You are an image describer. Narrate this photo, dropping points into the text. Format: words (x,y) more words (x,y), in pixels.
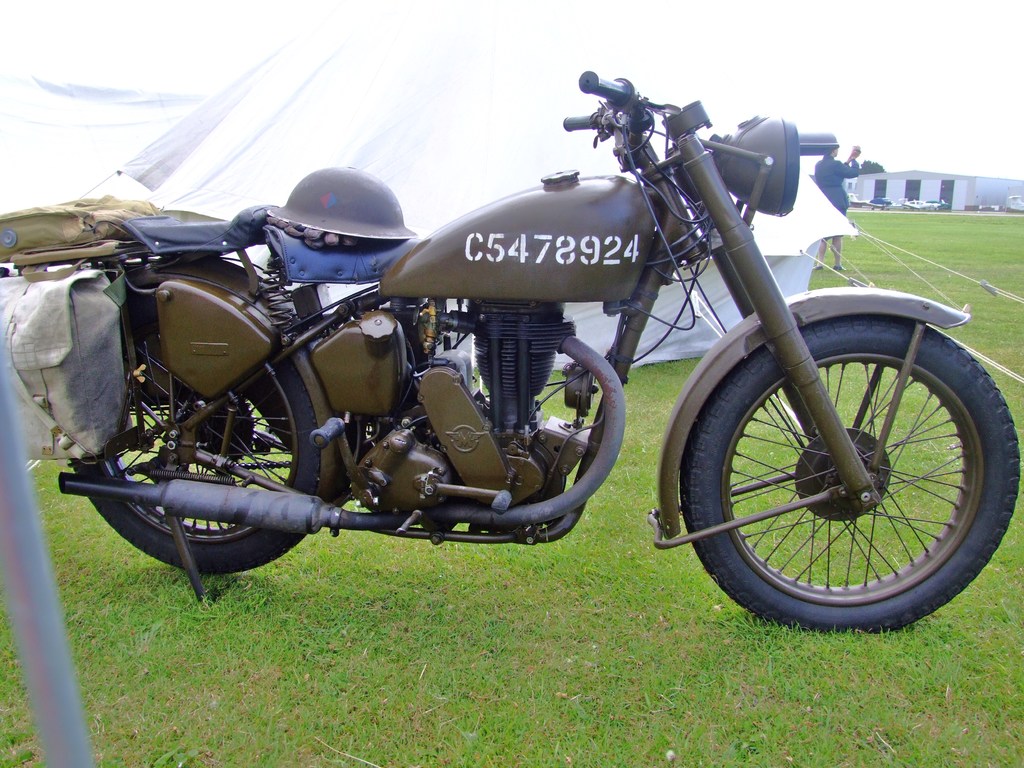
In the center of the image (502,361), we can see some bags (121,214) and a cap (360,216) are on the bike (386,418). In the background (414,134), there are tents (427,135) and we can see a shed (870,187) and a person (838,181). At the bottom (425,648), there is ground (315,605).
